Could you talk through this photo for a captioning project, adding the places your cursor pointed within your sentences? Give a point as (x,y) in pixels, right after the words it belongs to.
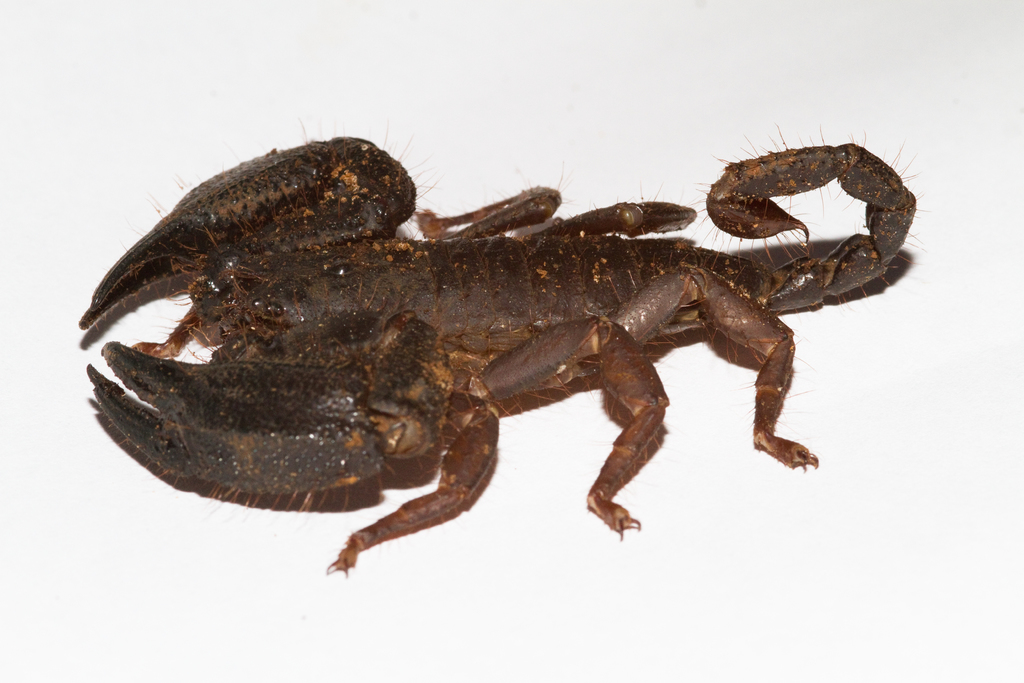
In this image in the center (381,300) there is a scorpion (494,411), and there is white background (12,112).
